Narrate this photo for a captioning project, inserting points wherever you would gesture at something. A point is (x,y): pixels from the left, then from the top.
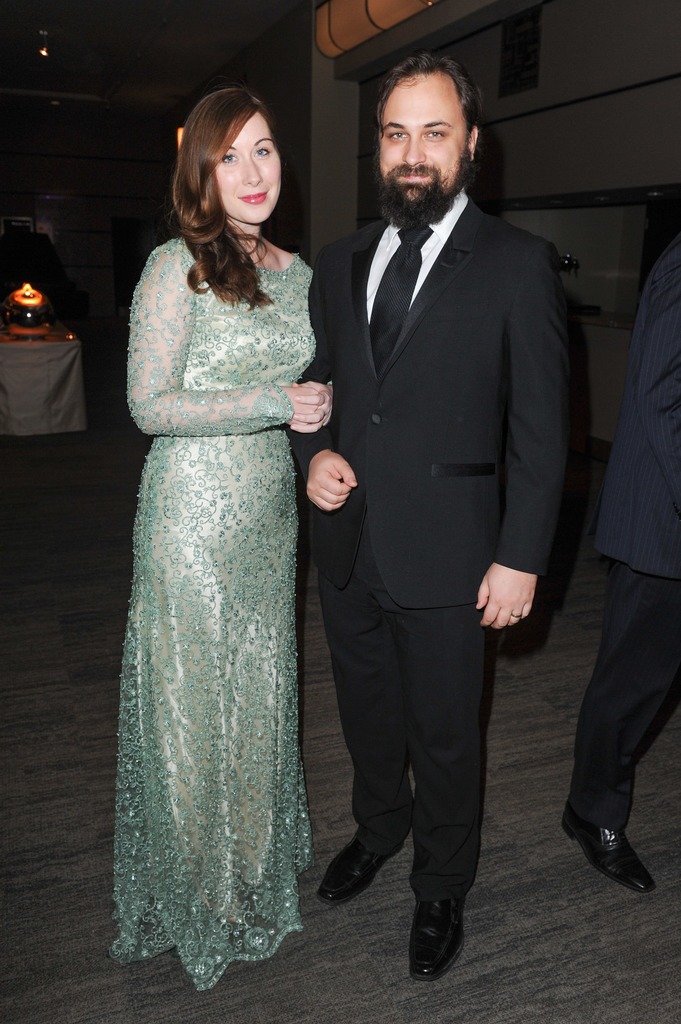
In the image there is a man (354,250) in black suit (351,271) standing beside a woman (270,370) in sea green dress (194,448) on the carpet (241,1001) and on the right (605,837) there is a person (605,837) standing, on the left side (33,377) there is a table (53,356) with a candle (19,302) on it.
